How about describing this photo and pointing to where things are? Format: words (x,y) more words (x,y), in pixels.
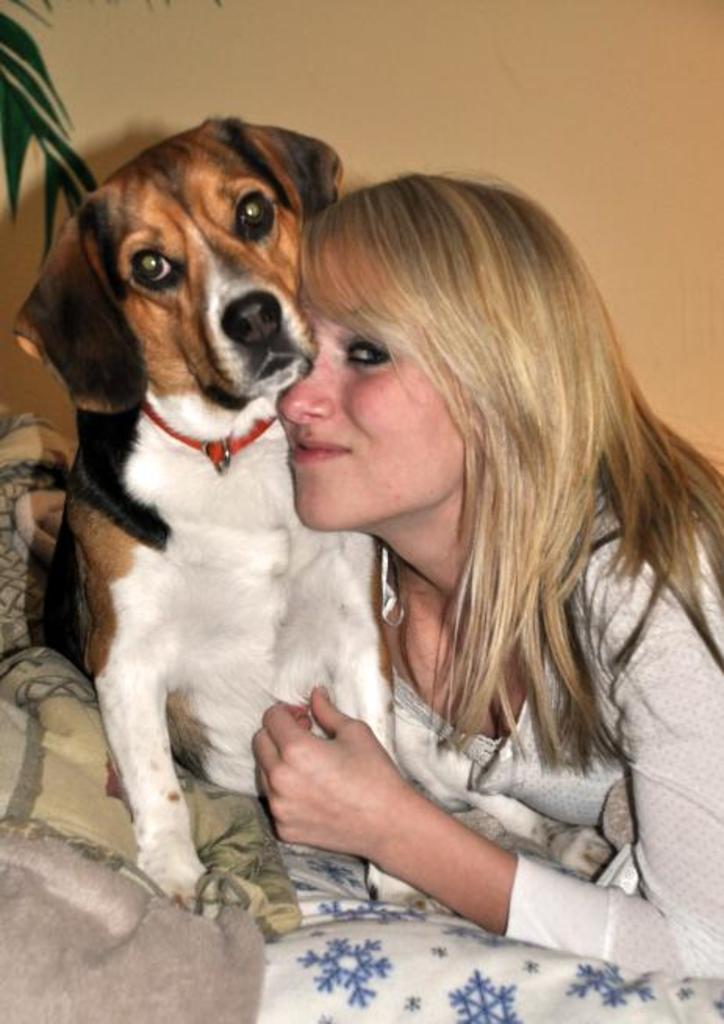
There is a woman (419,597) holding a dog (306,670) in a fur blanket (4,914).
